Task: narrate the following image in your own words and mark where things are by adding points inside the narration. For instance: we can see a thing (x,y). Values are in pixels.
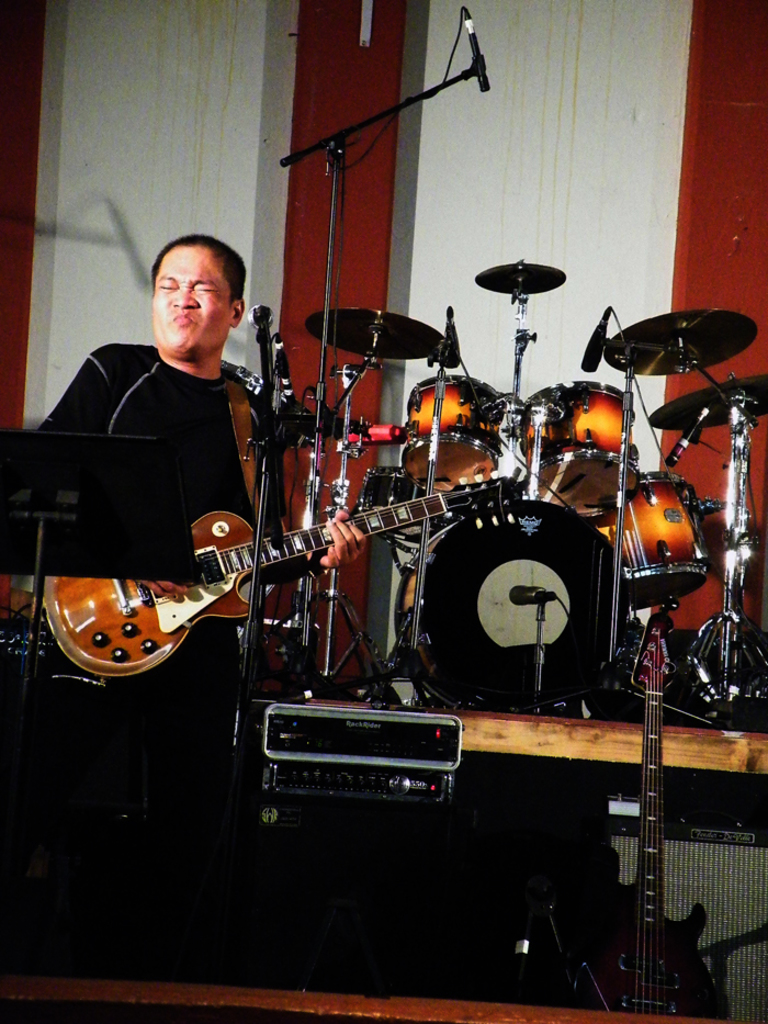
A man (176,435) is playing guitar (188,598). In front of him there is a mic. Beside him there are few musical instruments (582,523). In the background (464,188) there is a wall (147,187).
